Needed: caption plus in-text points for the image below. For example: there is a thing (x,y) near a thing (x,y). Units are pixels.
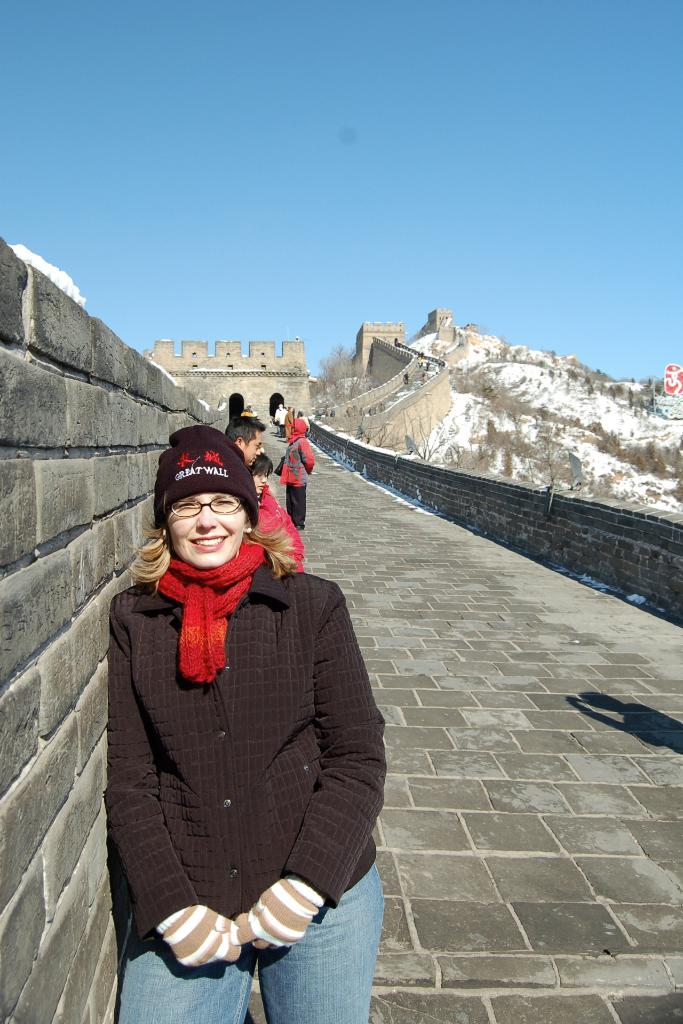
Here we can see few persons (222,1007) on the road (468,903). She has spectacles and she is smiling. Here we can see wall (599,569), fort (364,343), and a board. In the background (336,20) there is sky (495,271).
